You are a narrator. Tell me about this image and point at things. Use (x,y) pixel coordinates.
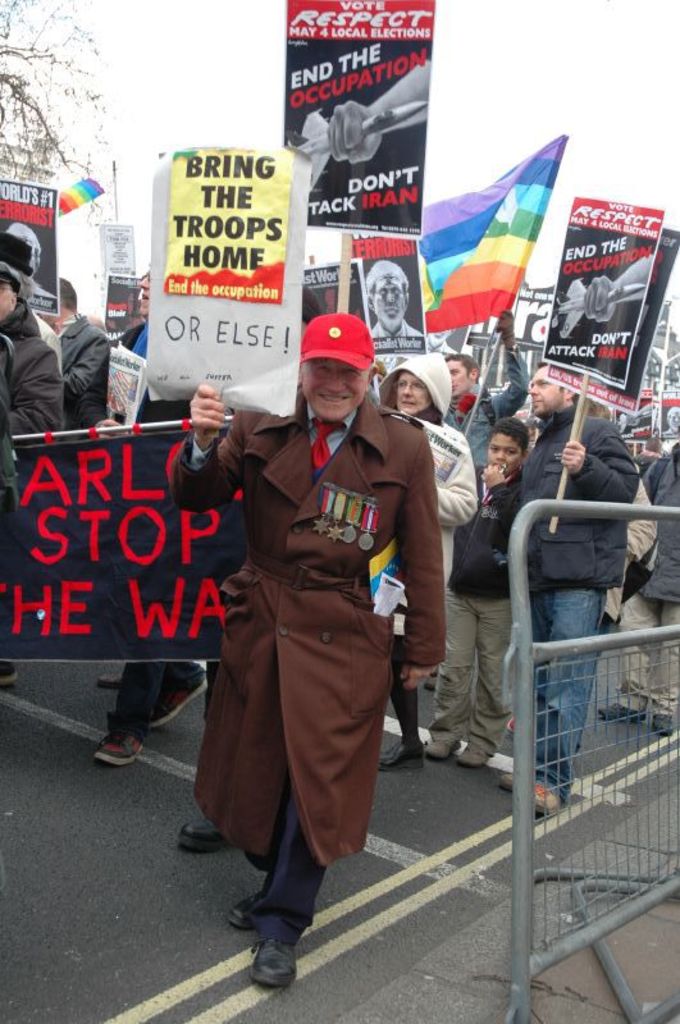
In this image we can see people (344,584) standing on the road (393,855) and holding placards (385,192) and advertisements (385,192) in their hands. In the background (249,65) there are sky (499,62), trees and barriers (572,805).
